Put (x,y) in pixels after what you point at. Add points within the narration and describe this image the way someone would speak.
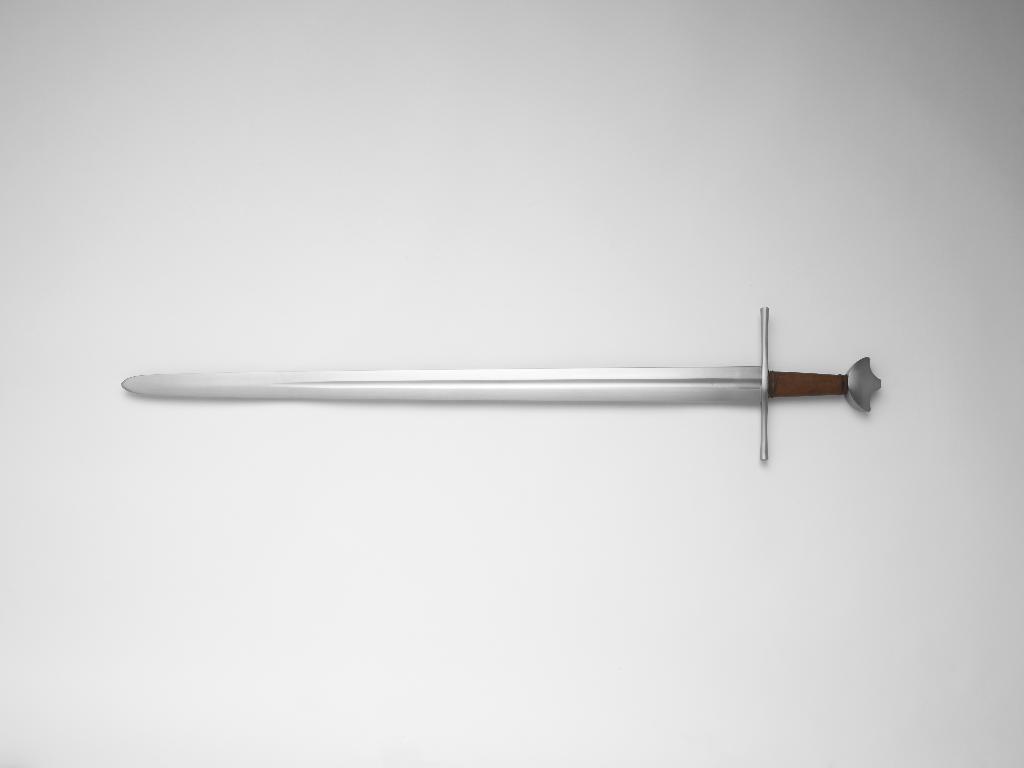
In this picture I can see there is a sword (830,385), it has a brown color handle (780,388) and it is placed on a white surface (358,114).
